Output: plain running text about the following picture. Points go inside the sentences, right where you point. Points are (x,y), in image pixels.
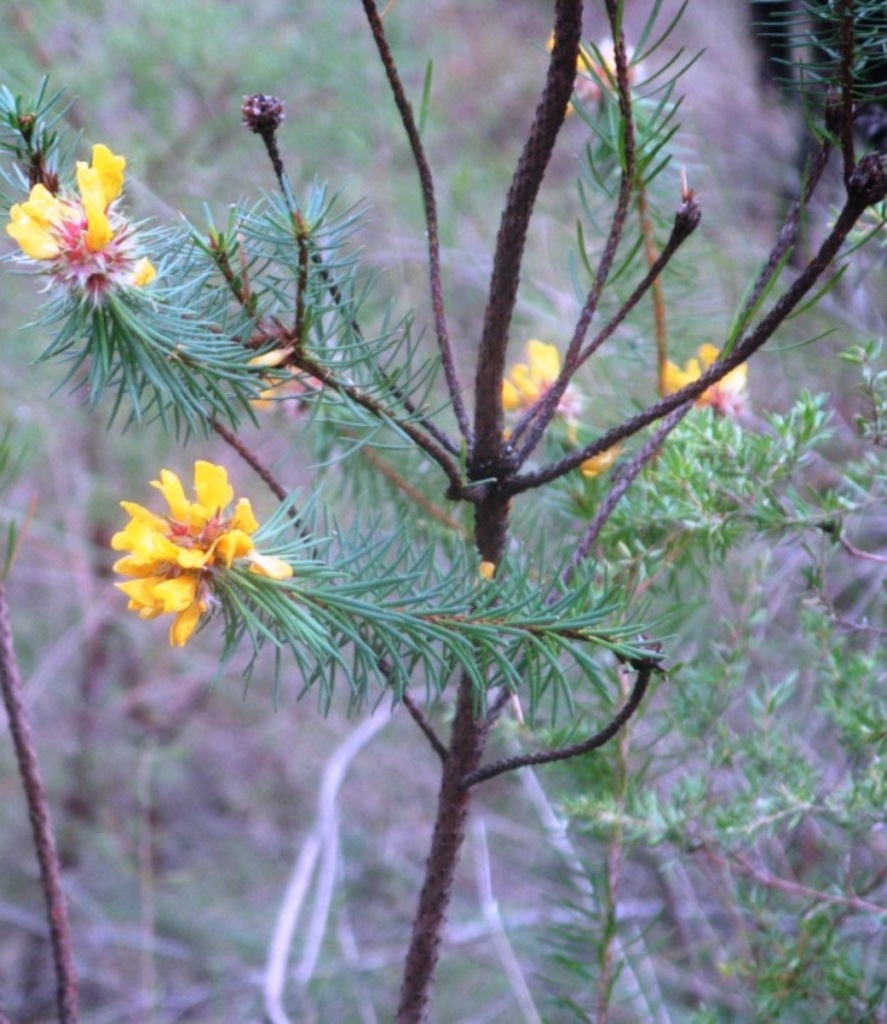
In this image in the front (512,590) there are flowers (317,383) and there are leaves (524,593) and the background (769,164) is blurry.
